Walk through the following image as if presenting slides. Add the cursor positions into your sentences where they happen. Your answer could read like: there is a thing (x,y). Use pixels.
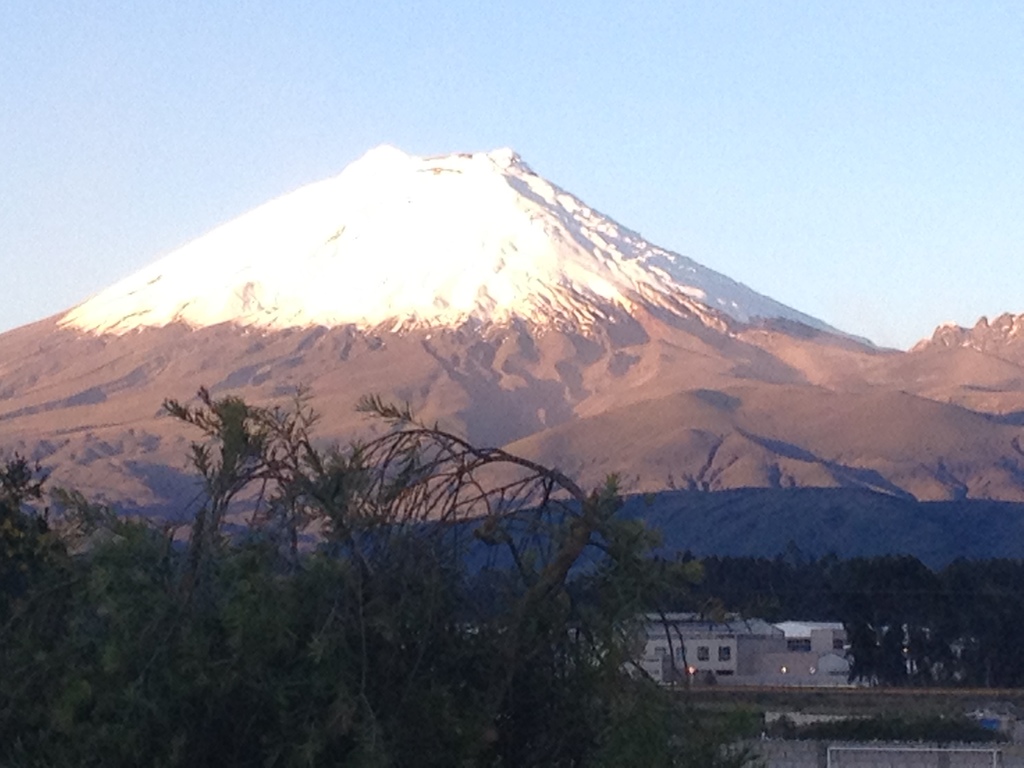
In this image we can see buildings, trees (145,631), plants (167,667) and mountains (422,263), in the background (838,68) we can see the clear sky (924,217).
